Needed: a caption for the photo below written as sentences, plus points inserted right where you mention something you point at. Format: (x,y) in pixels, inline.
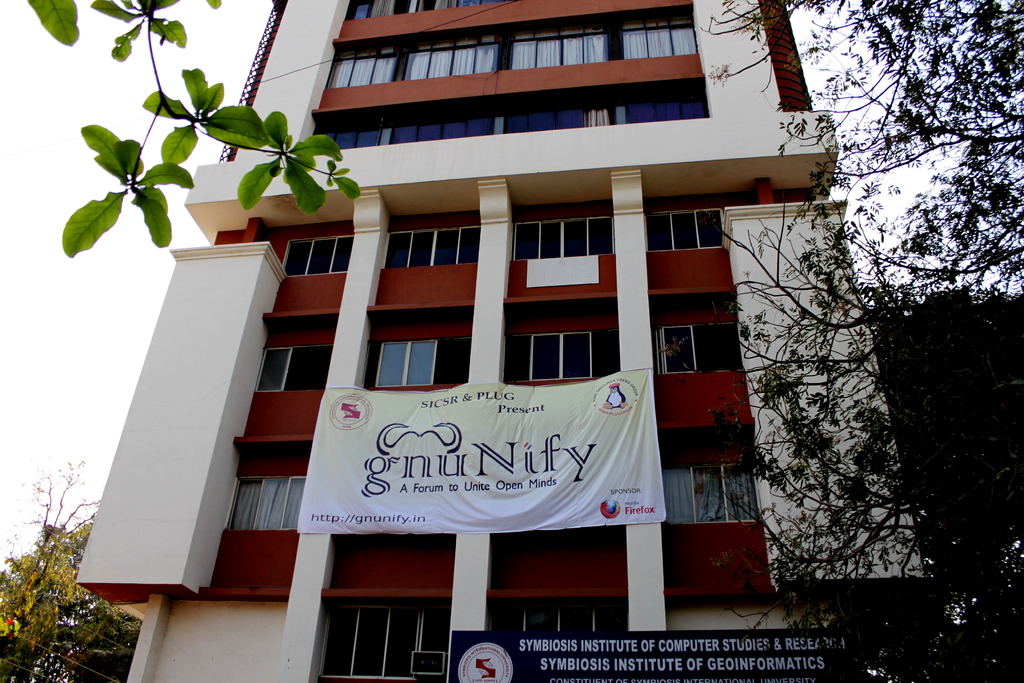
In this picture I can see a building (199,661), few trees (905,497) and I can see a board (543,661) and a banner (556,489) with some text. I can see a cloudy sky (2,54).
